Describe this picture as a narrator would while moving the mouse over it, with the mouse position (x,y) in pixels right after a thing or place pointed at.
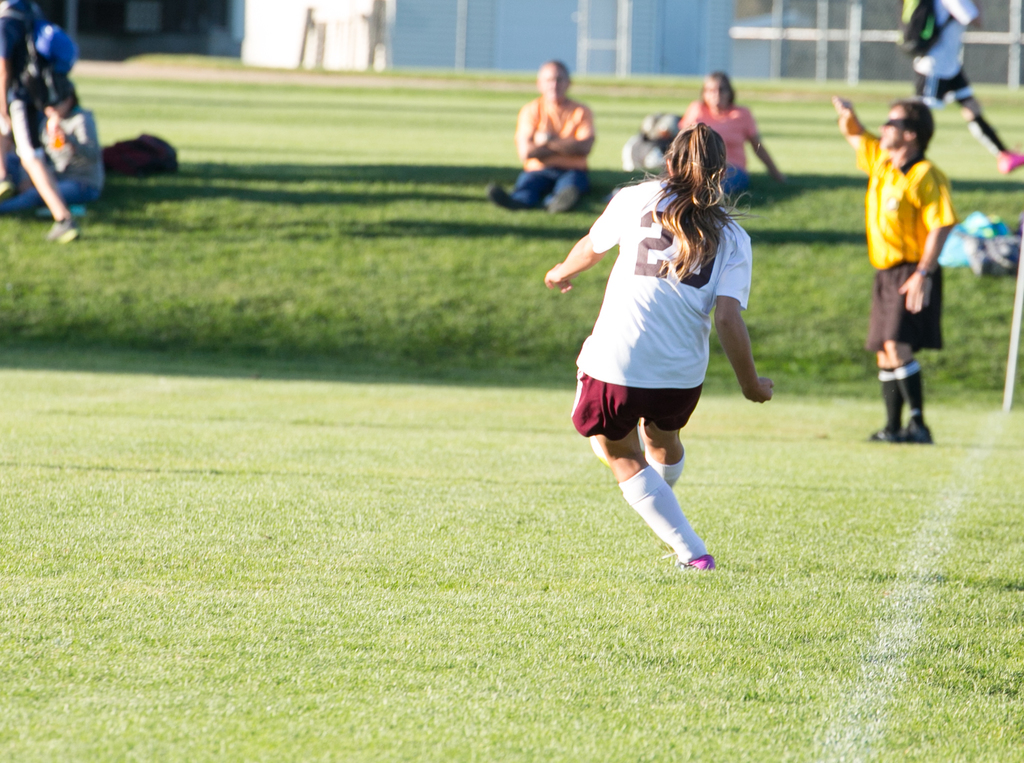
This is picture of a ground (323,479). The ground (276,354) is fully grassy. One woman (632,340) is running, she is wearing white color t-shirt (654,342), behind her three people (579,127) are sitting and one more person (931,327) is standing.
